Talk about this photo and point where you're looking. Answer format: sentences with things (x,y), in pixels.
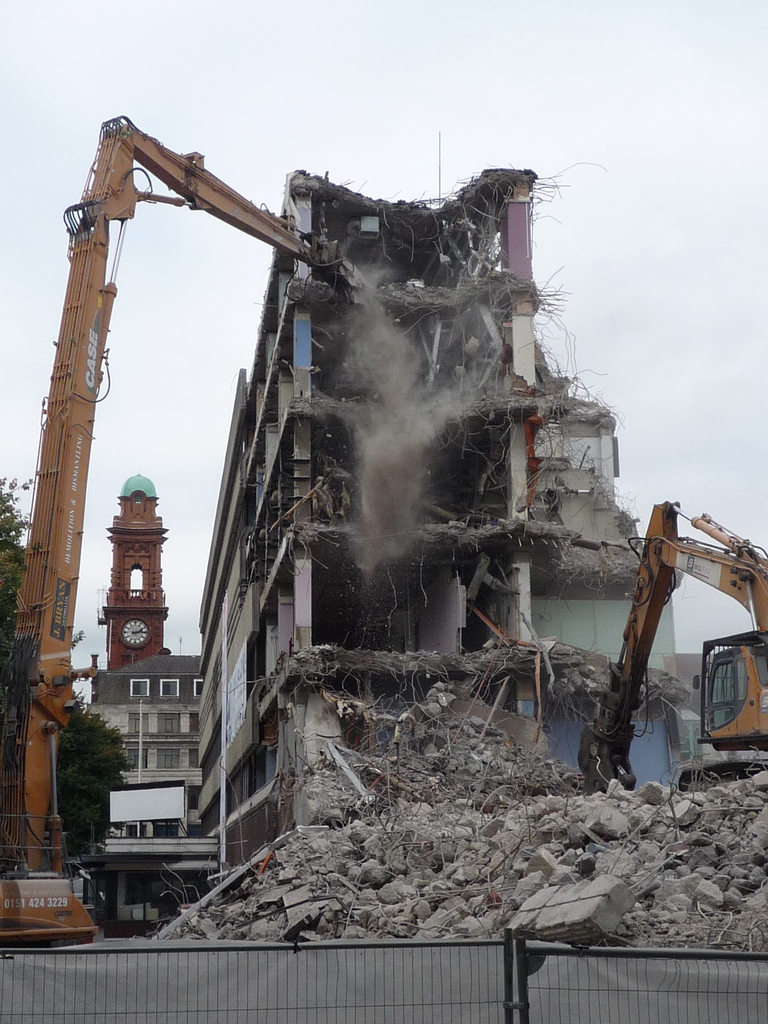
In this image we can see a few buildings (363,379) and cranes (179,176), there are some trees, grills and stones (415,778), In the background (603,253) we can see the sky (706,350).
